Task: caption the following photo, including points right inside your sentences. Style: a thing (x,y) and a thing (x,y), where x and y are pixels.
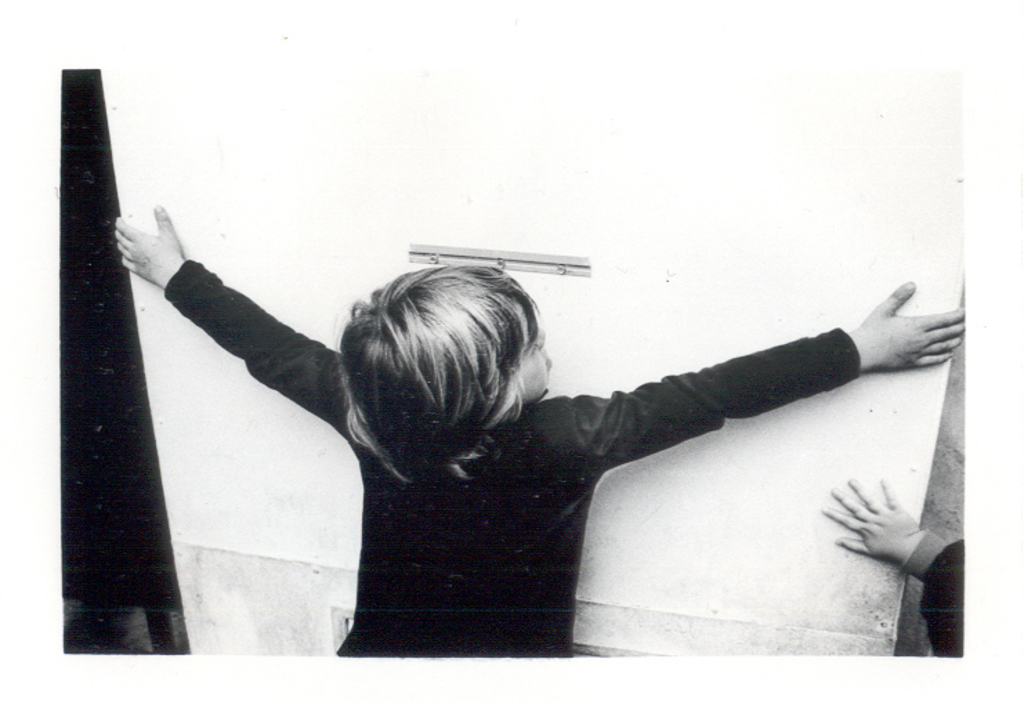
In this image I can see a person (828,371) is holding the object (805,245) and I can see the another person hand (907,557) on it. The image is in black and white.
